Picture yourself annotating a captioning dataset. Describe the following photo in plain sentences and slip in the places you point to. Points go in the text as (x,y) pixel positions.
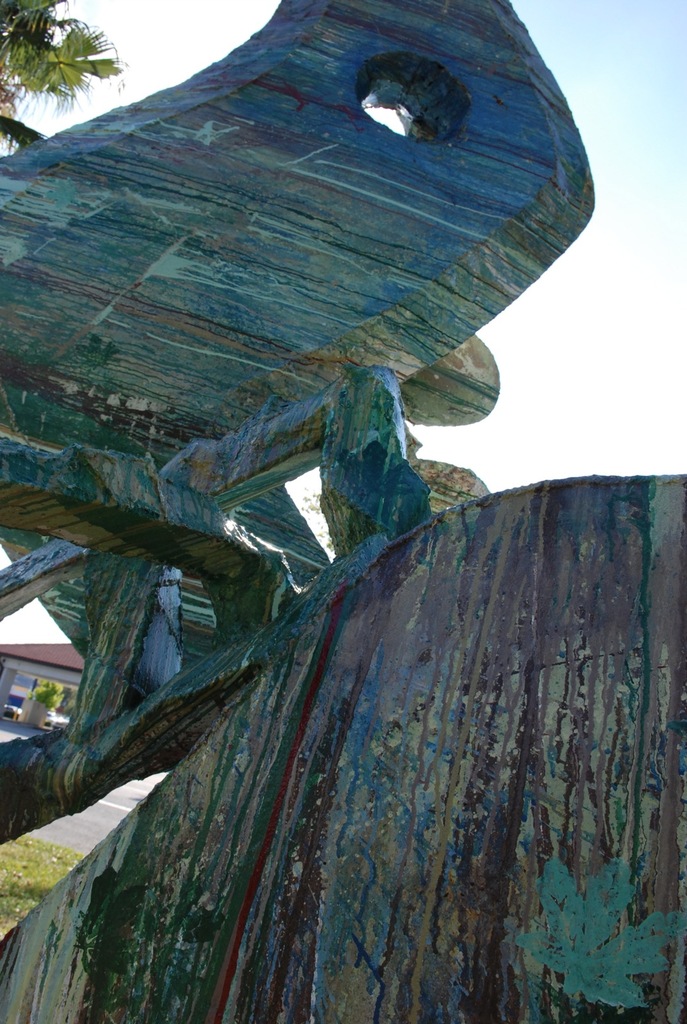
In this image in the center (410,450) there is a sculpture (552,683), and in the background (44,679) there are some houses (50,654) and trees (13,63).
